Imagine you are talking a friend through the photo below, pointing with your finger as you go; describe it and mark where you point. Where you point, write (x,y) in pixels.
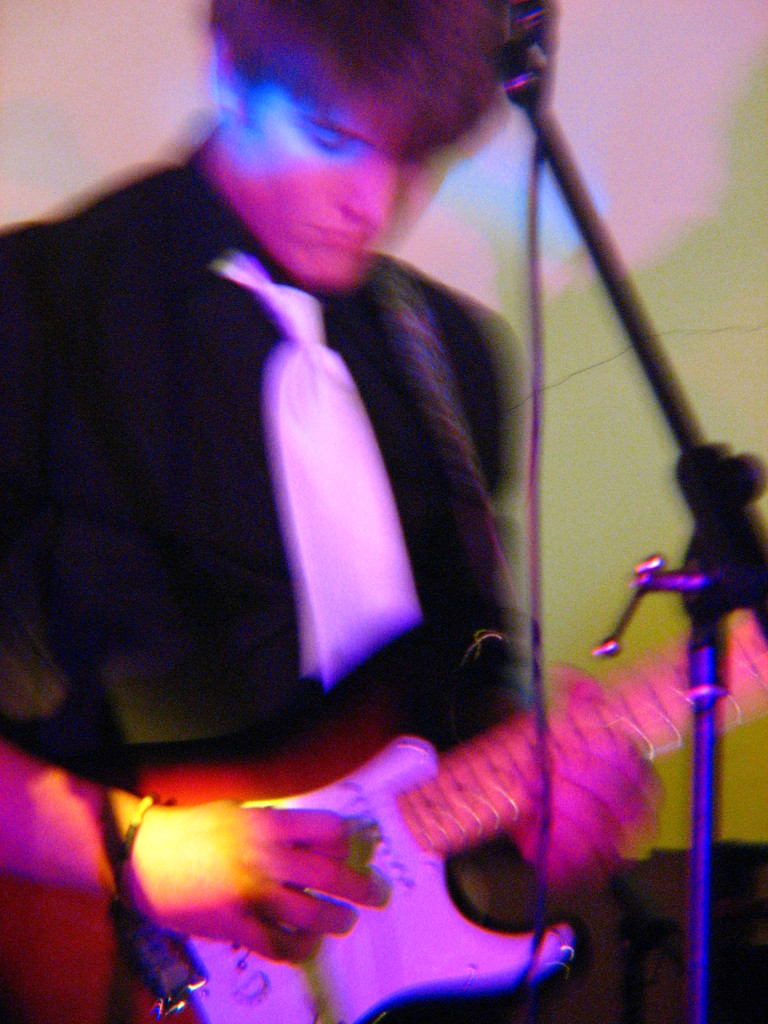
In this picture we can see a man (409,682) who is playing guitar (554,716). And this is mike (533,73).
